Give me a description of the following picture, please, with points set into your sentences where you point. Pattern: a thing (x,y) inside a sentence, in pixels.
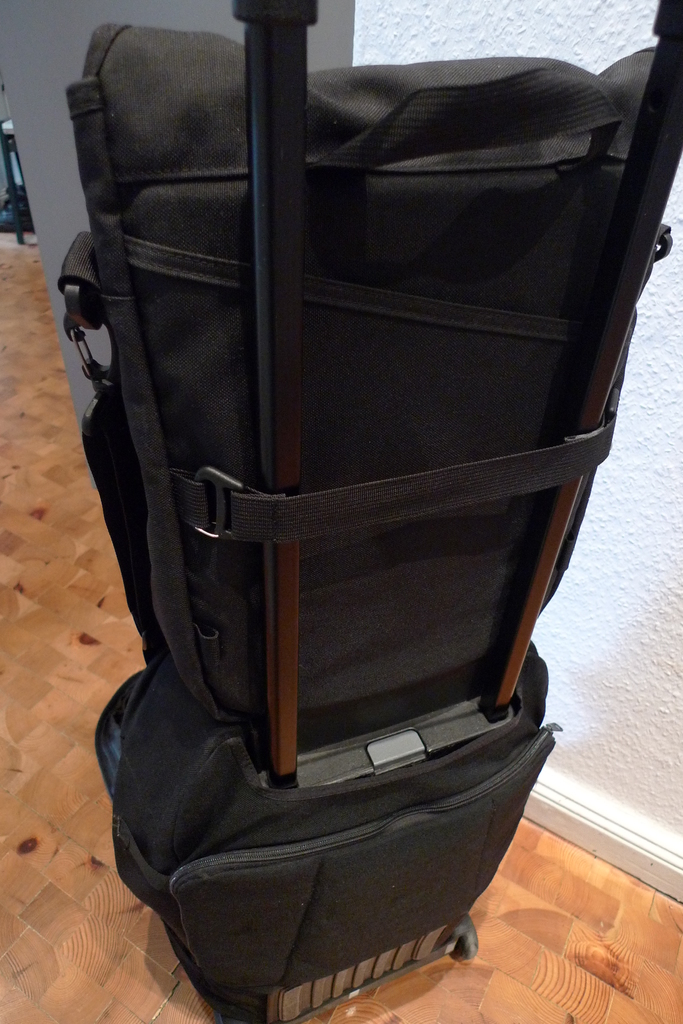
In the picture I can see bags (311,574) on the floor (70,450). In the background (194,12) I can see white color walls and some other objects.
